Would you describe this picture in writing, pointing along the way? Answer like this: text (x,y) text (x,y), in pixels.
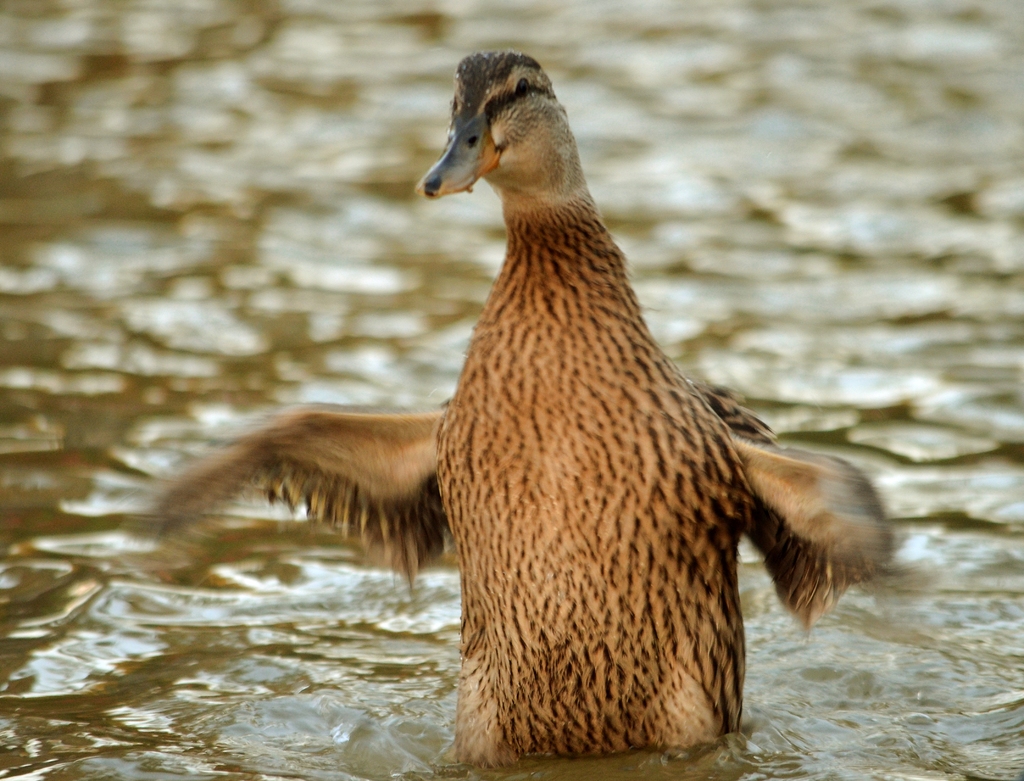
In this picture there is a bird (634,600) standing in the water (748,726). At the bottom (345,648) there is water (345,648) and the bird (590,616) is in brown and black color.
